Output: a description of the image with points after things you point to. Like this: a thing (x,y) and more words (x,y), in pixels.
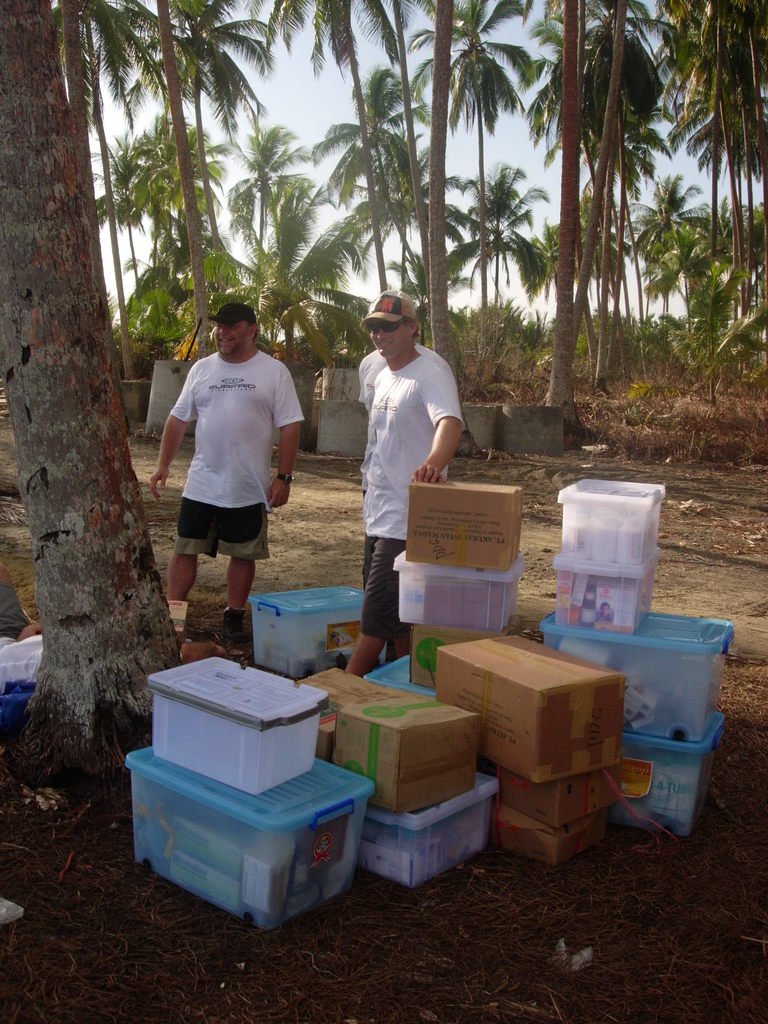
In the foreground of this image (450,838), there are baskets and the cardboard boxes (534,722) on the ground (439,946). Behind the boxes (353,692), there are three men (231,440) standing on the ground (386,948). In the background (116,234), there are trees (132,366), cement cylinders (329,402) and the sky (305,110).
